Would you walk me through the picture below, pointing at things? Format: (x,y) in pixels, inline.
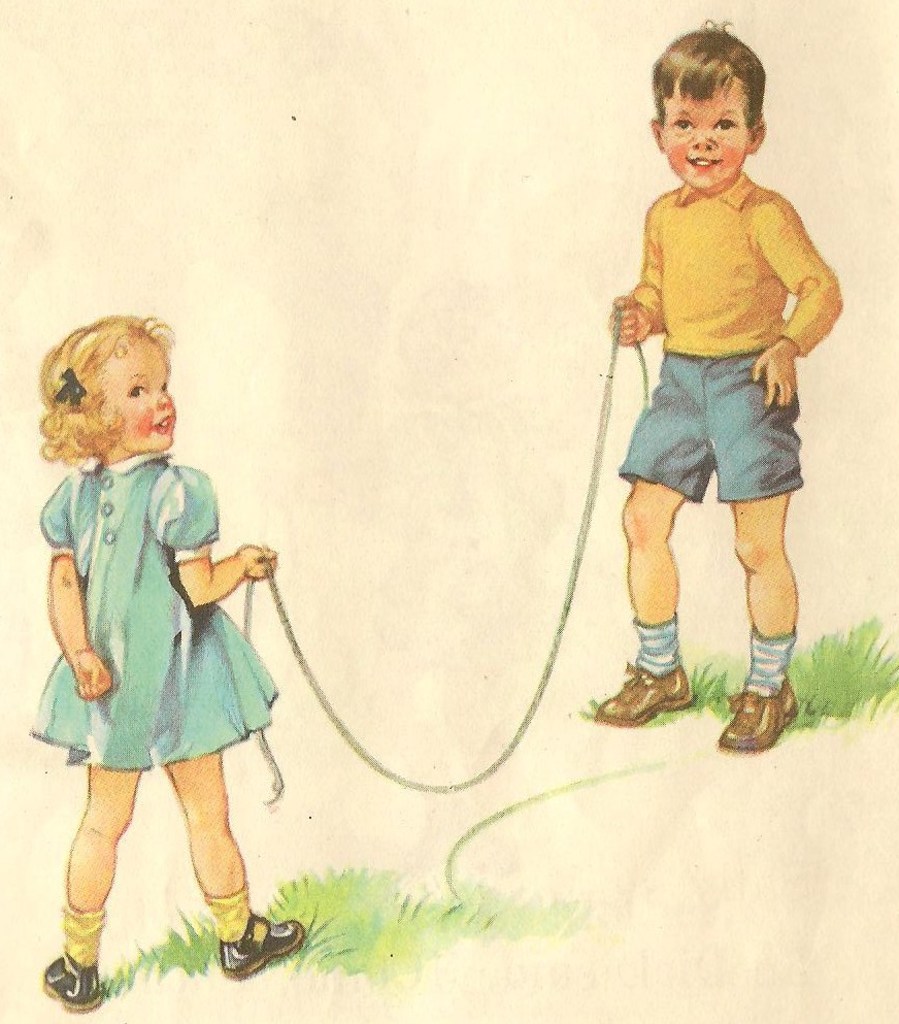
In this image we can see painting (155,499) of two children (162,476) holding rope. On the ground (384,947) there is grass (836,676).
